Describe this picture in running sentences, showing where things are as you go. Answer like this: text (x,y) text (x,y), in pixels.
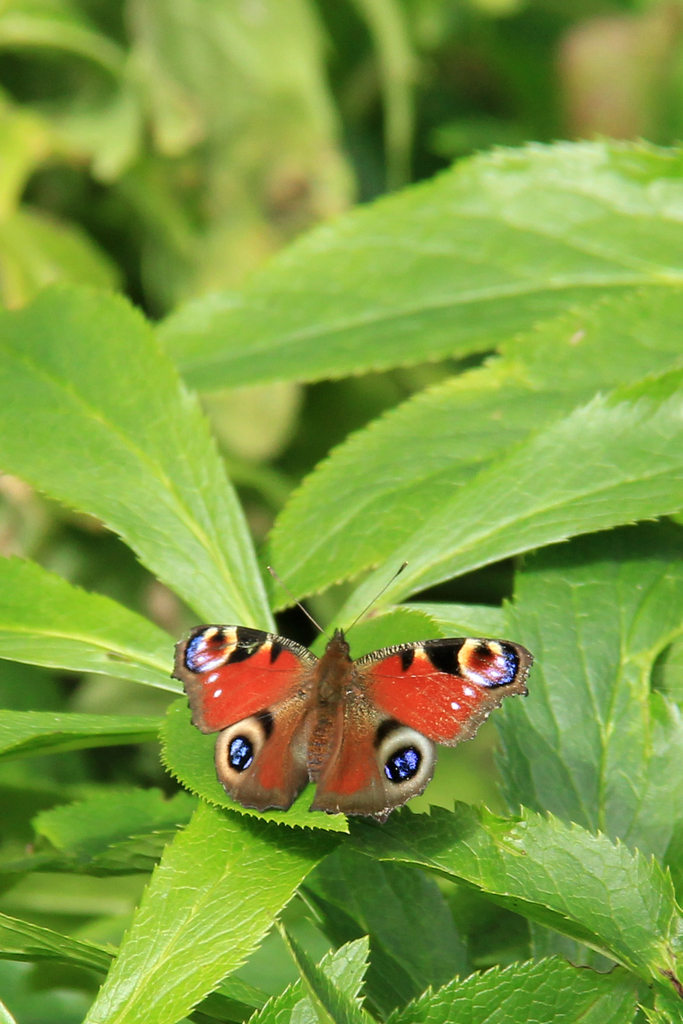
In this picture, we see butterfly (291,719) which is red in color is sitting on green color leaf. Beside that, we see plants (230,142).
